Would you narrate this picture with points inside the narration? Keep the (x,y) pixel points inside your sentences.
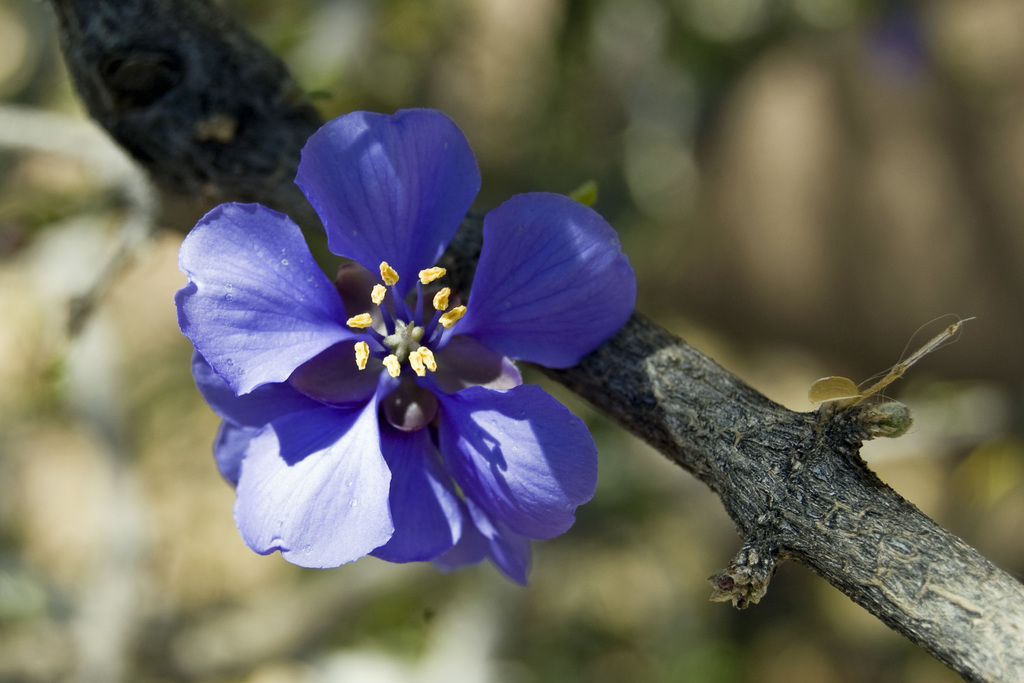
In this image there is a blue colour flower (350,361) in the middle (399,324) which has stigma (414,326) and a pollen grains (392,362) in the middle (406,330). In the background (676,382) there is a tree stem (668,399).
